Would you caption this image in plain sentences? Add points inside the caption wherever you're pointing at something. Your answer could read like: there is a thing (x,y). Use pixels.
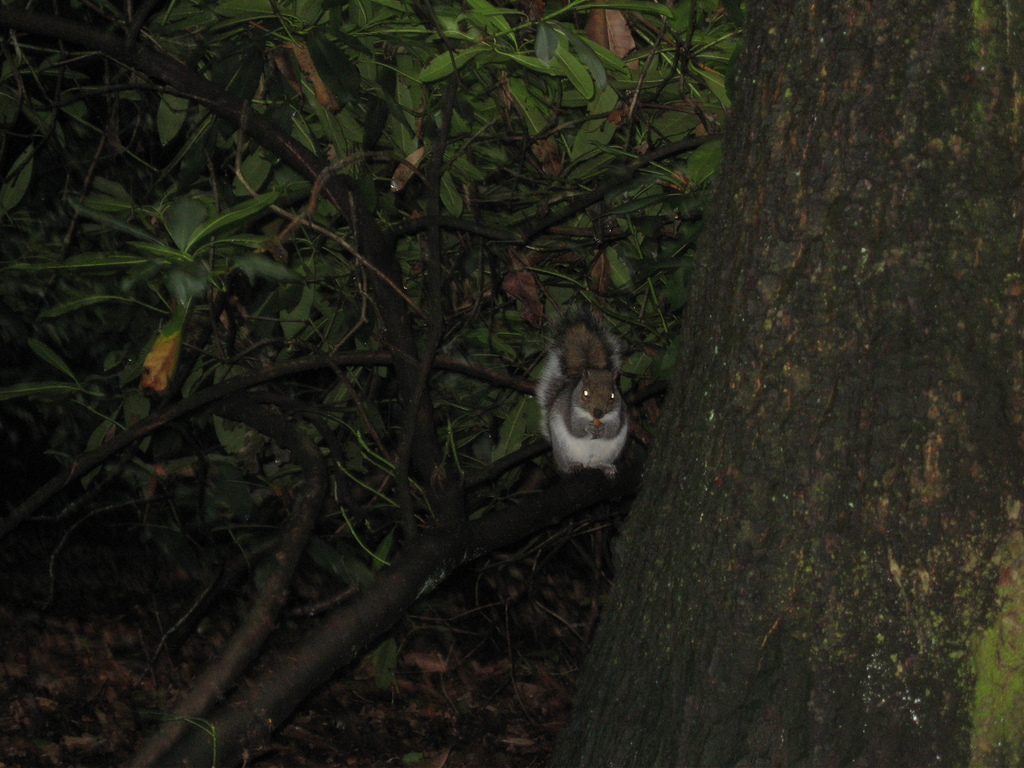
In this image we can see an animal (595,431) on the tree (449,331).
